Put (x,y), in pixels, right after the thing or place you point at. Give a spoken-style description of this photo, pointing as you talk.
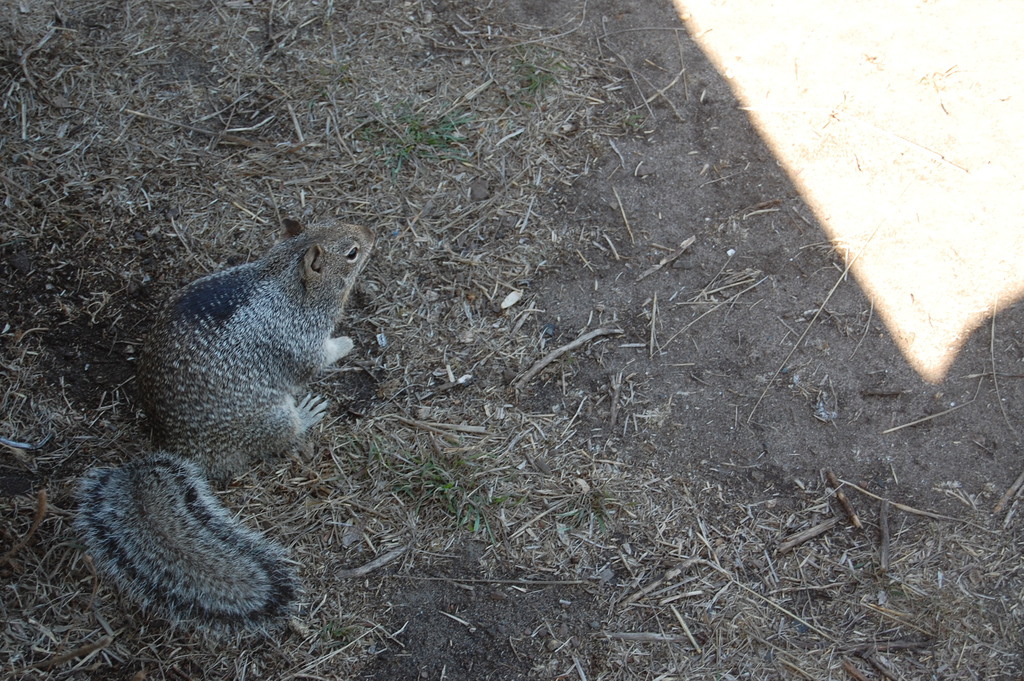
In this picture we can see the squirrel (209,395) on the dried grass surface (724,315).
